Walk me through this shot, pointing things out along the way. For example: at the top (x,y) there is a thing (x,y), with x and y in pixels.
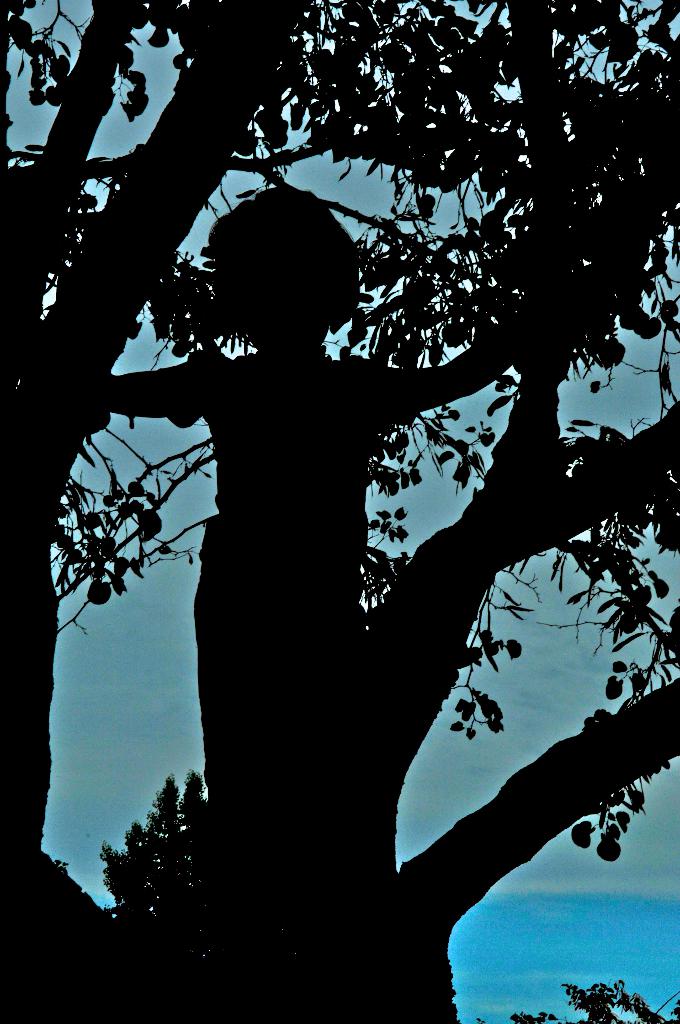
In the image there is a tree (562,206) with a person (271,520) standing. And there is a blue background (562,970).
